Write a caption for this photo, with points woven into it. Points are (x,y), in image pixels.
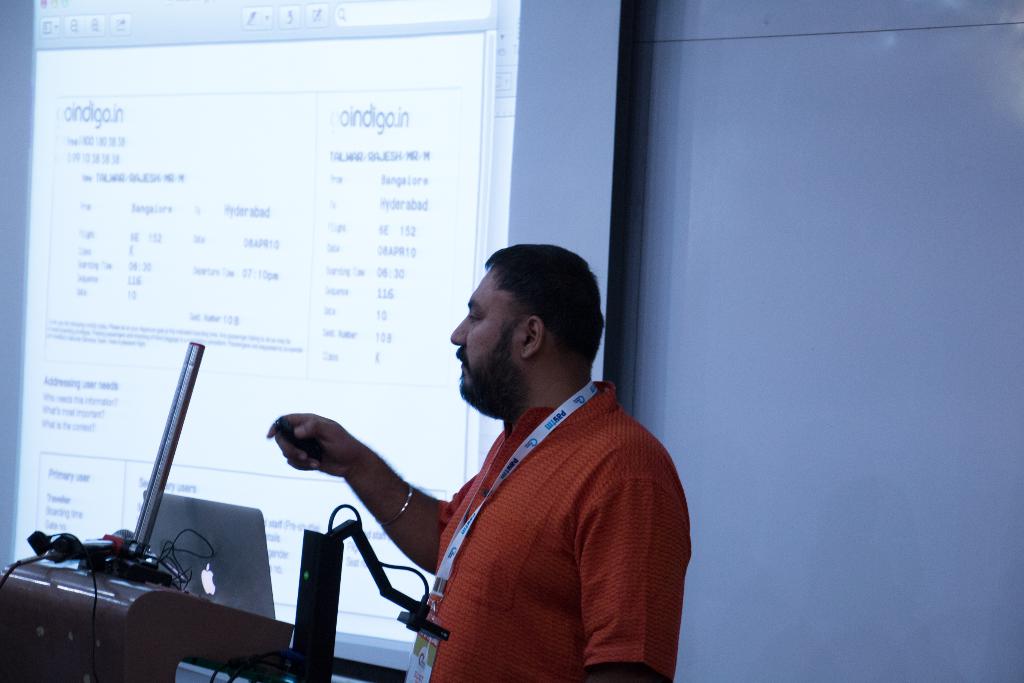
In this image we can see a person (616,463) wearing id card (453,544) is holding a device (299,429) in his hand (337,452). To the left side of the image (159,630) we can see a podium (187,625) on which a laptop (199,560) and a microphone (105,554) are placed. In the background (347,368), we can see a screen (423,317) with some text (397,272) on it.
